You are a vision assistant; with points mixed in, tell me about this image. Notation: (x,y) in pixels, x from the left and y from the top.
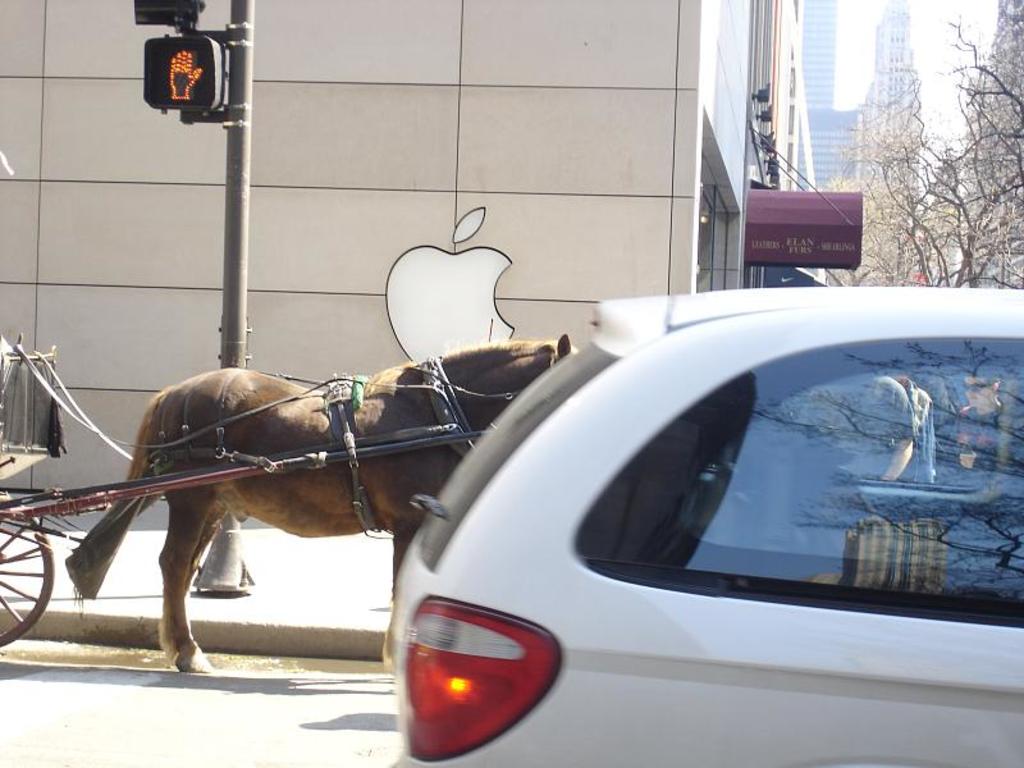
In this image in the front (474,479) there is a car (553,533) moving on the road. In the center (360,468) there is a horse cart (249,435) and there is a pole (236,215) and on the pole (244,99) there is a red colour light (190,69) reflecting. In the background (624,159) there are buildings (745,158) and trees (953,225) and there is a board (792,225) which is red in colour with some text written on it and there are persons (891,411) visible.
